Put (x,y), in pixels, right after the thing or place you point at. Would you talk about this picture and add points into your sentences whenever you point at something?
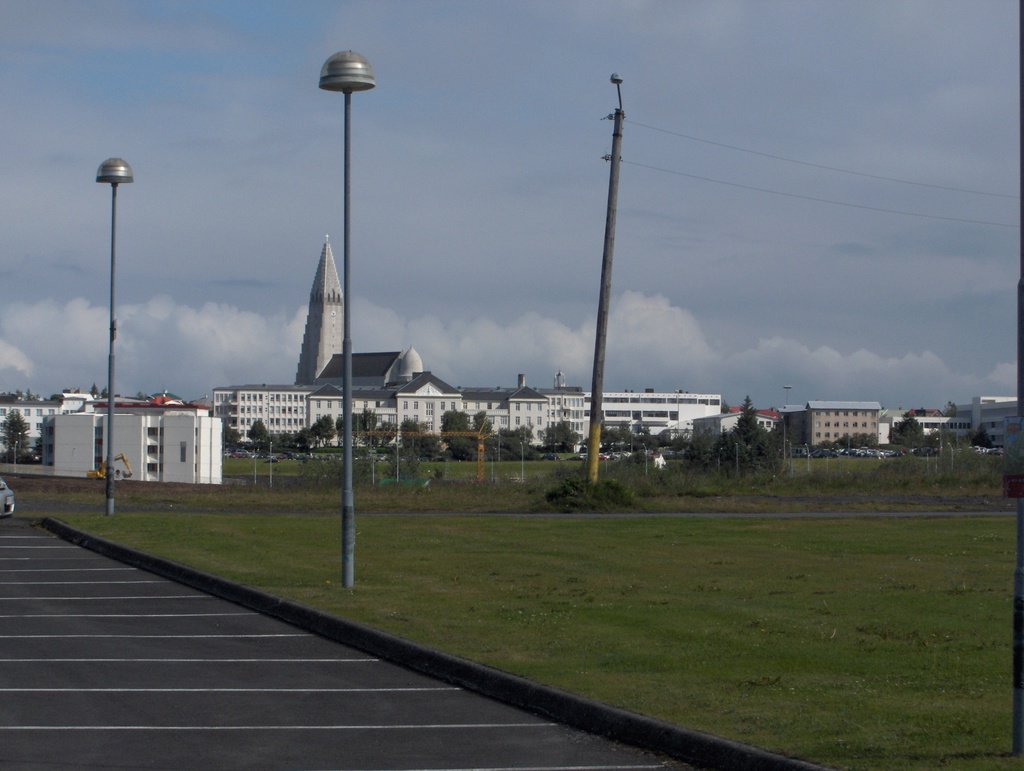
In this picture we can see there are two poles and an electric poles (612,165) with cables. Behind the poles (621,116) there is fence (526,460), buildings (613,423), trees (775,449) and the sky (477,52). On the left side of the poles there is a vehicle (4,492) on the road (5,537).
